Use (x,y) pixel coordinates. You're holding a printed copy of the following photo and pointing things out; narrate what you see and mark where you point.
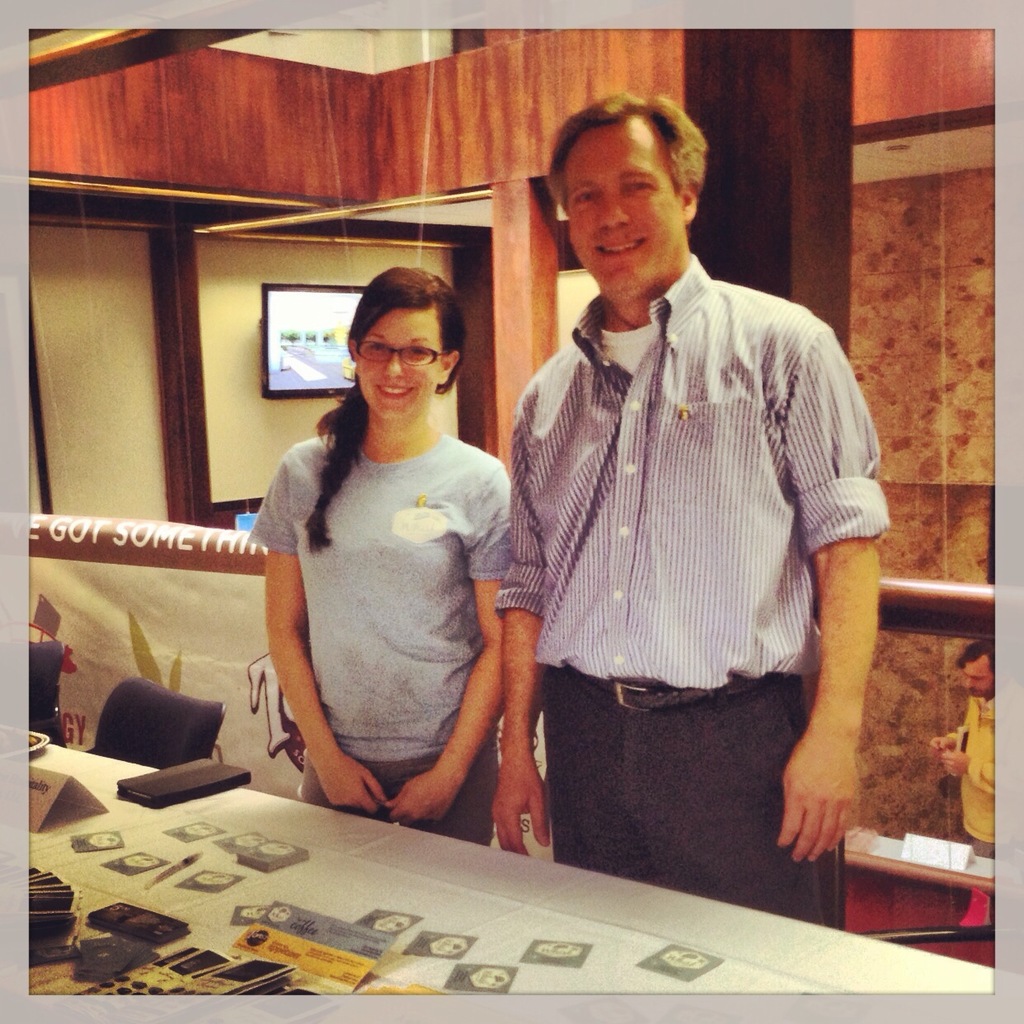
This picture describes about few people (505,513), in the middle of the image (490,551) we can see a man (607,530) and woman (505,564), they both are smiling, and she wore spectacles (406,356), in front of them we can see mobiles (265,974), papers (276,967) and other things (300,855) on the table (394,878), in the background (295,338) we can see a television (283,351).
